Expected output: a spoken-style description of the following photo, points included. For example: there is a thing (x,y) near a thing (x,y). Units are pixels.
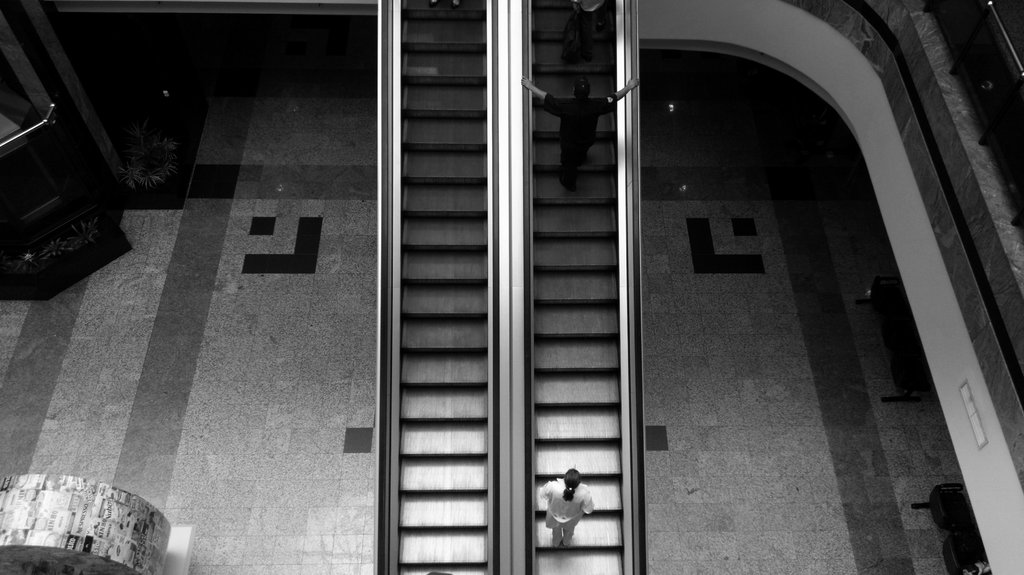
In this image in the middle (582,310) there is an escalator (453,58) and people (592,30) are using it.
